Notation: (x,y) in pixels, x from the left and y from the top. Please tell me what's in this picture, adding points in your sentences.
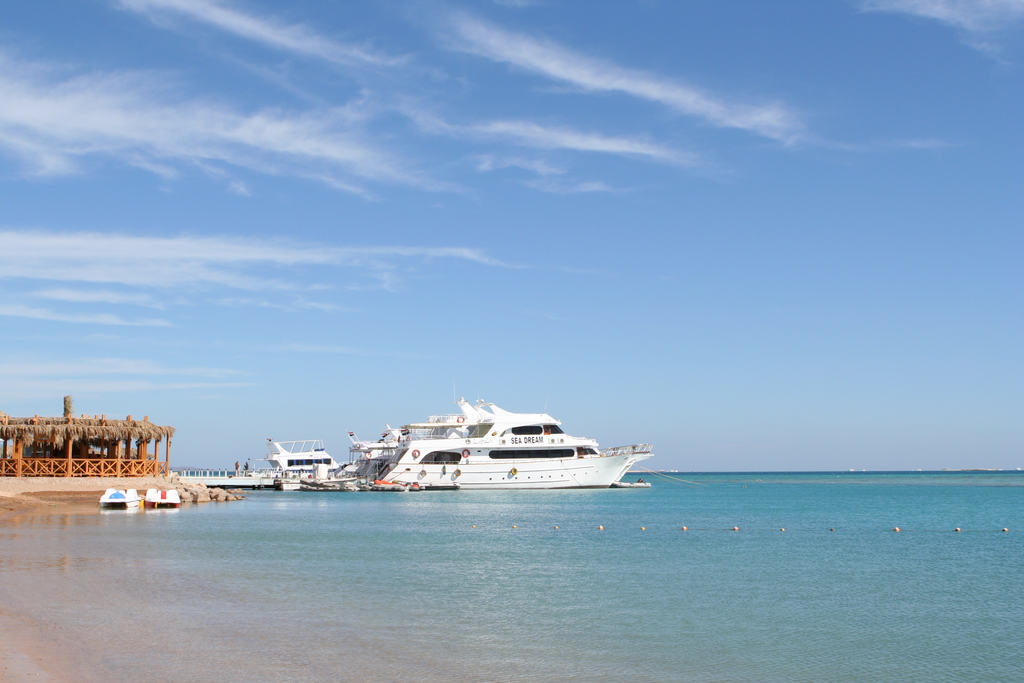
In this image we can see a few ships (443,438) at the seashore (500,533), there we can also see a tent house (167,463), fence (135,469), sea beds (151,499), a bridge (188,474), ropes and some clouds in the sky (736,466).
